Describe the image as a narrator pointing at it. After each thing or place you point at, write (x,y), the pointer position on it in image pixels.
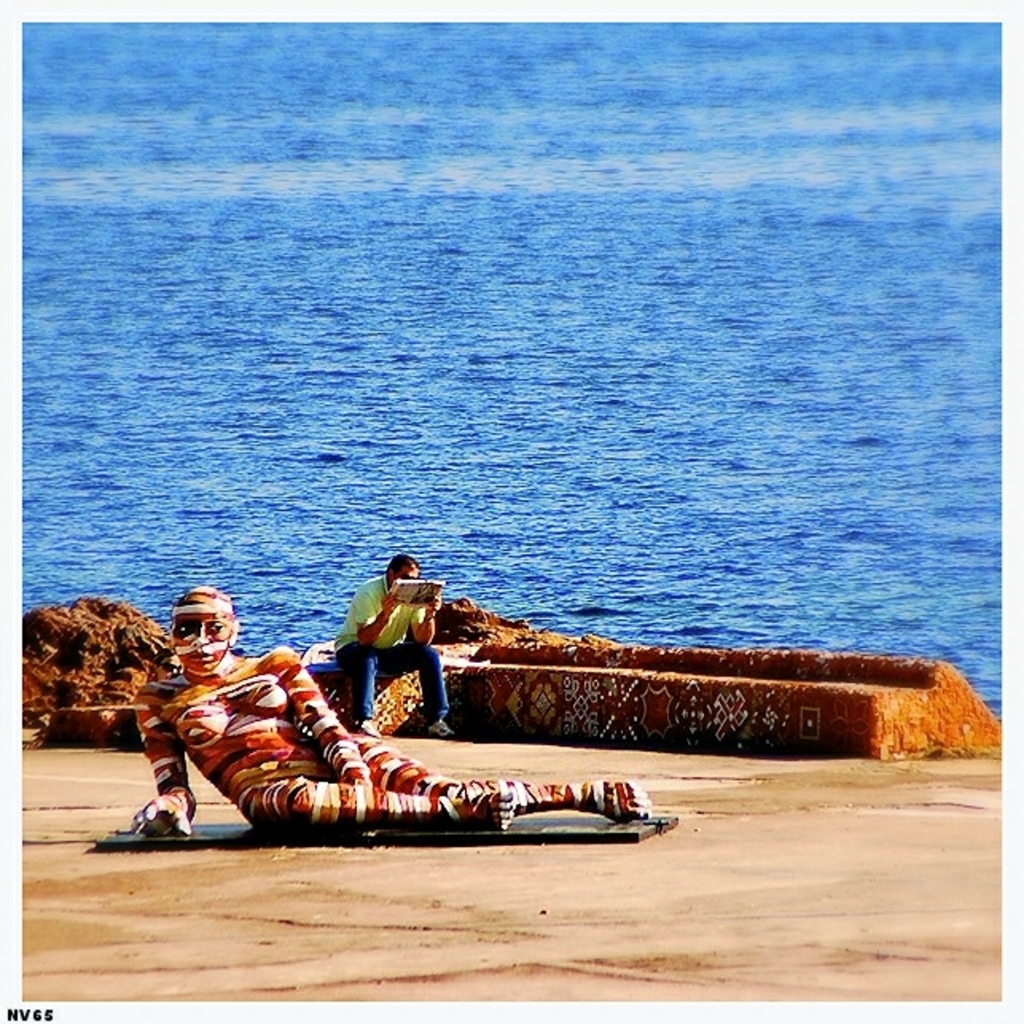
In the foreground of this picture (367,778), there is a sculpture (269,770) laid down on the ground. In the background (376,641), there is a person (369,615) reading newspaper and there is water (254,500).
